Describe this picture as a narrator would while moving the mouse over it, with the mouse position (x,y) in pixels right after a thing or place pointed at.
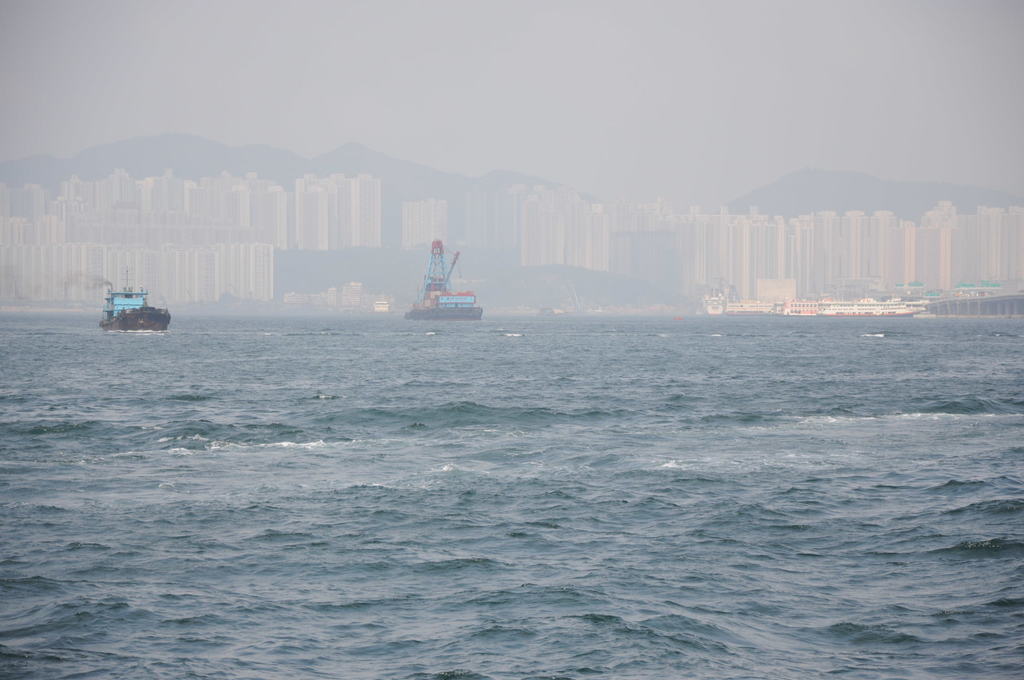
As we can see in the image, in the front (618,346) there is water (411,375), on water (284,411) there are two boats (135,313). In the background (162,242) there are lot of buildings (136,227).
